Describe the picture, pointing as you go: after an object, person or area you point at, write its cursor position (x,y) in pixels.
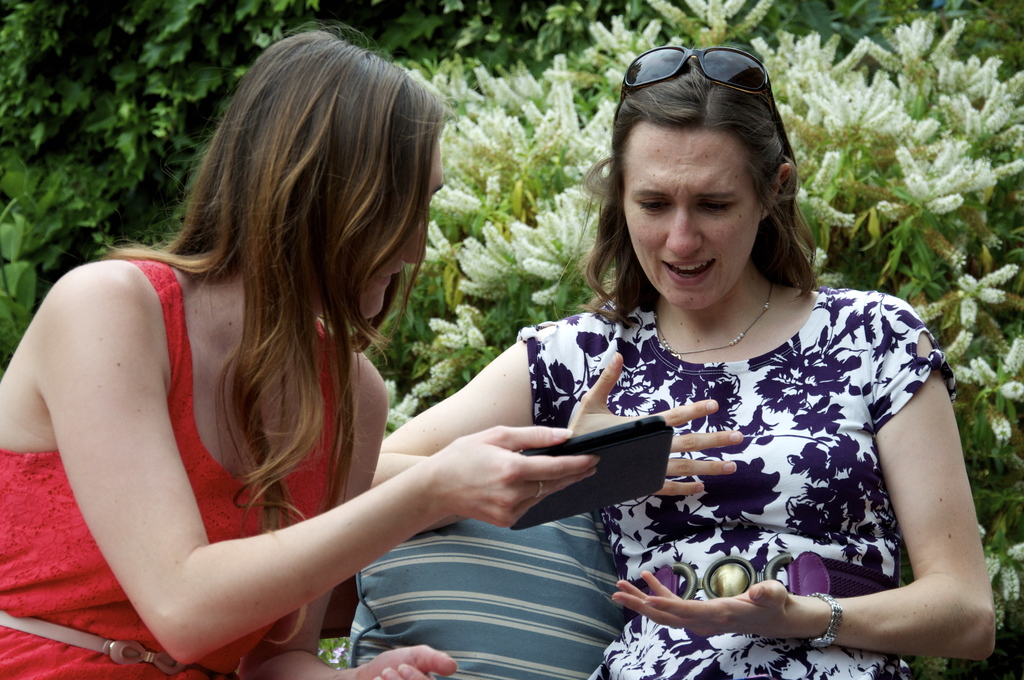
In this image there are two women (414,522) sitting. In between them there is a pillow (496,590). The woman (167,532) to the left (214,481) is holding a mobile phone (603,470) in her hand (570,476). Behind them there are plants (440,56).
